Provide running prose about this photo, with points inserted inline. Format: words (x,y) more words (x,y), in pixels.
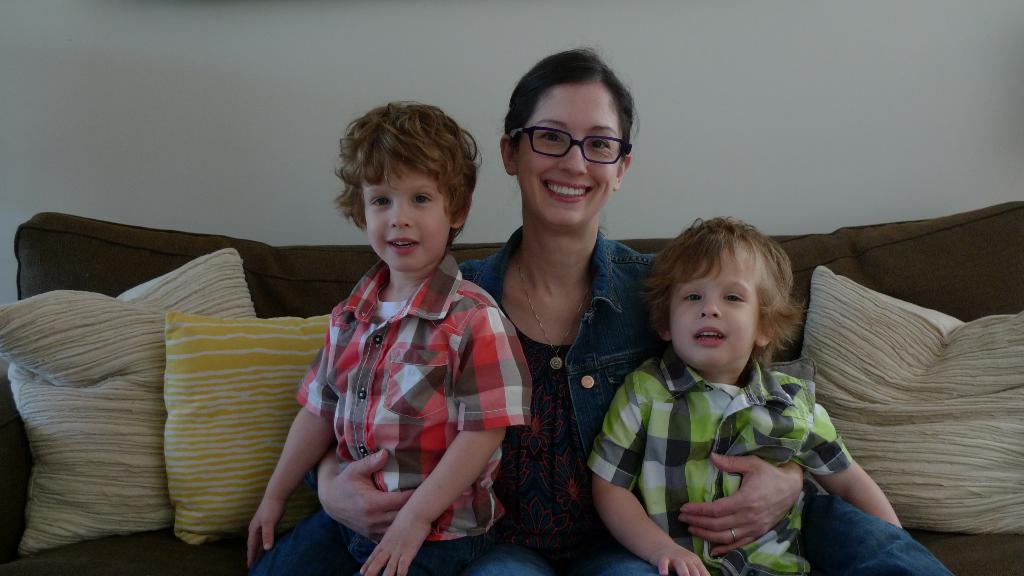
In this picture I can see three persons (428,179) smiling and sitting on the couch (150,575), there are pillows (975,448), and in the background (502,181) there is a wall (726,70).
